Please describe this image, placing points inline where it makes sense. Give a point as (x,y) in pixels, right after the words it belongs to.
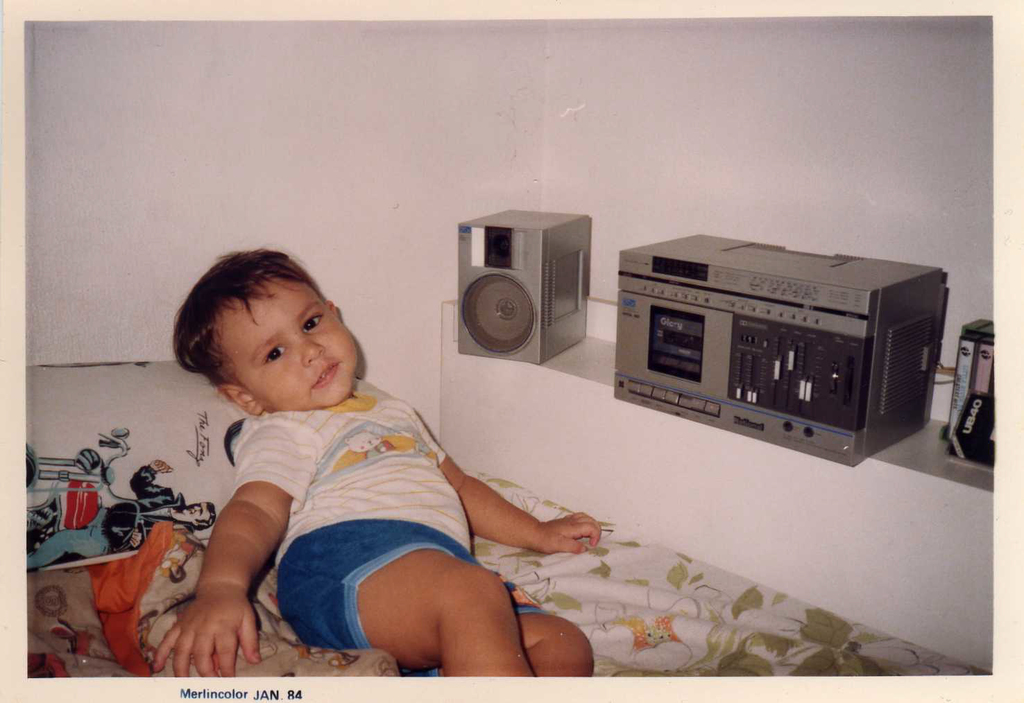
In this image we can see a kid (366,477) lying on the bed (216,439) and on the right side (699,328) there is a music player (729,315) and a speaker (537,312) on the shelf (803,459).
